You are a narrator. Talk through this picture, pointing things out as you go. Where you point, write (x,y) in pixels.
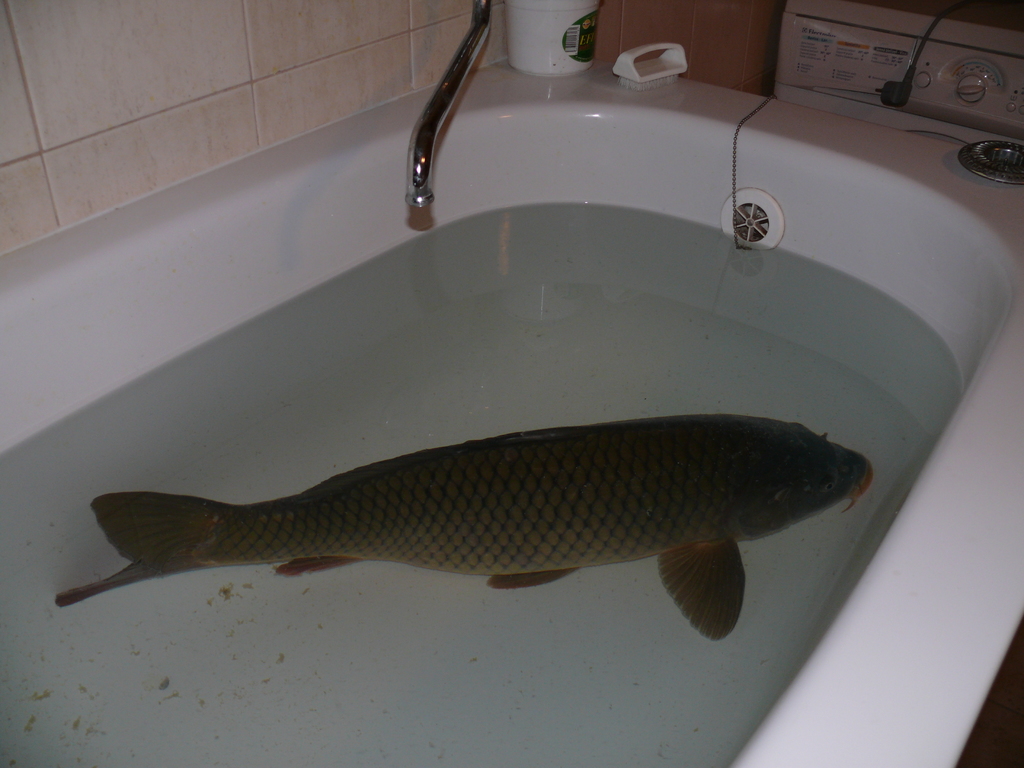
There is a bathtub (386,147) with water (546,596). In the water (626,719) there is a fish (508,541). Near to the bathtub (324,149) there is a wall (368,69). Also there is a tap (457,58). On the bathtub (603,72) there is a brush (662,64) and a box (560,26). On the right side (901,64) there is a machine (978,97).
